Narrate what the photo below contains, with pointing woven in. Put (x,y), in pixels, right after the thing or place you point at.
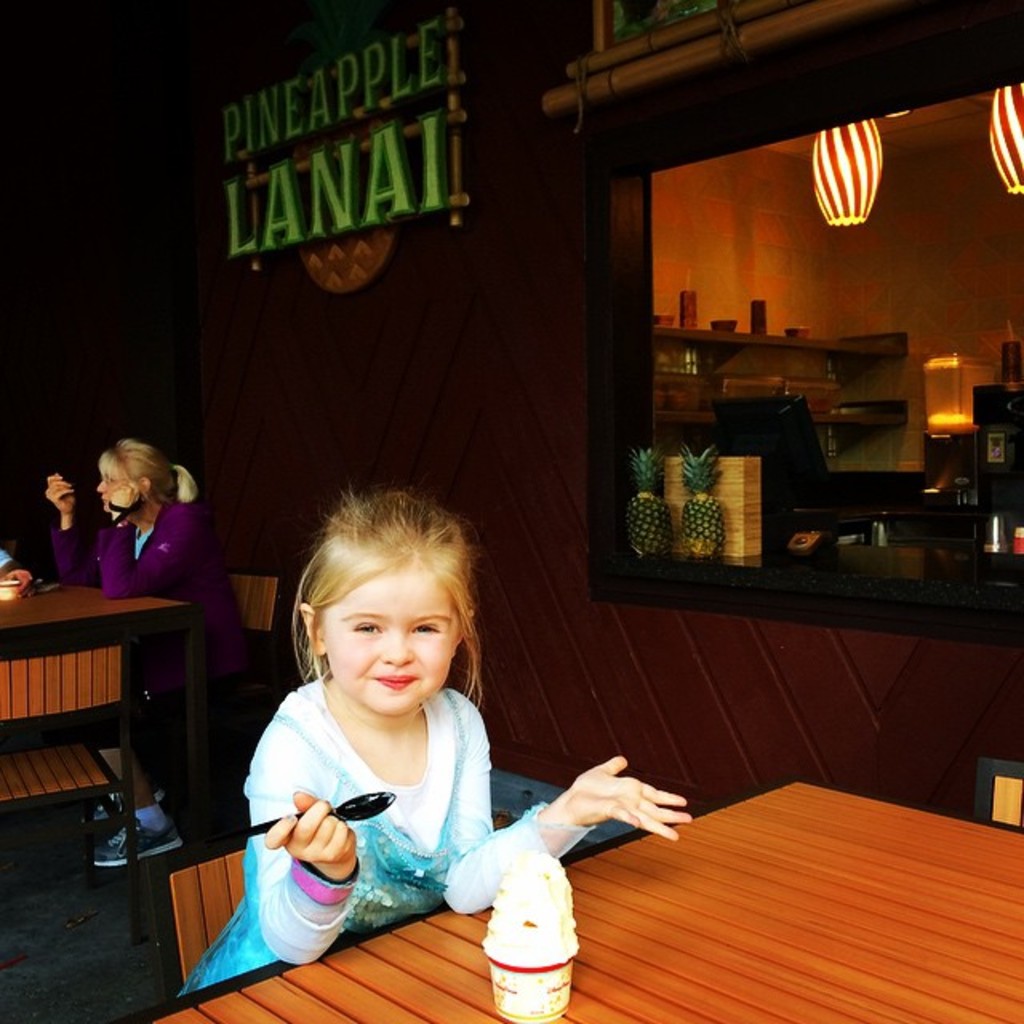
In this image I can see a girl (381,925) is holding a spoon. I can also see a table (783,900) and on this table (603,971) I can see a cup (516,994) of ice cream (528,862). In the background (43,669) I can see few chairs (127,642), few more people (148,575), few fruits (647,537) and lights (866,192).
